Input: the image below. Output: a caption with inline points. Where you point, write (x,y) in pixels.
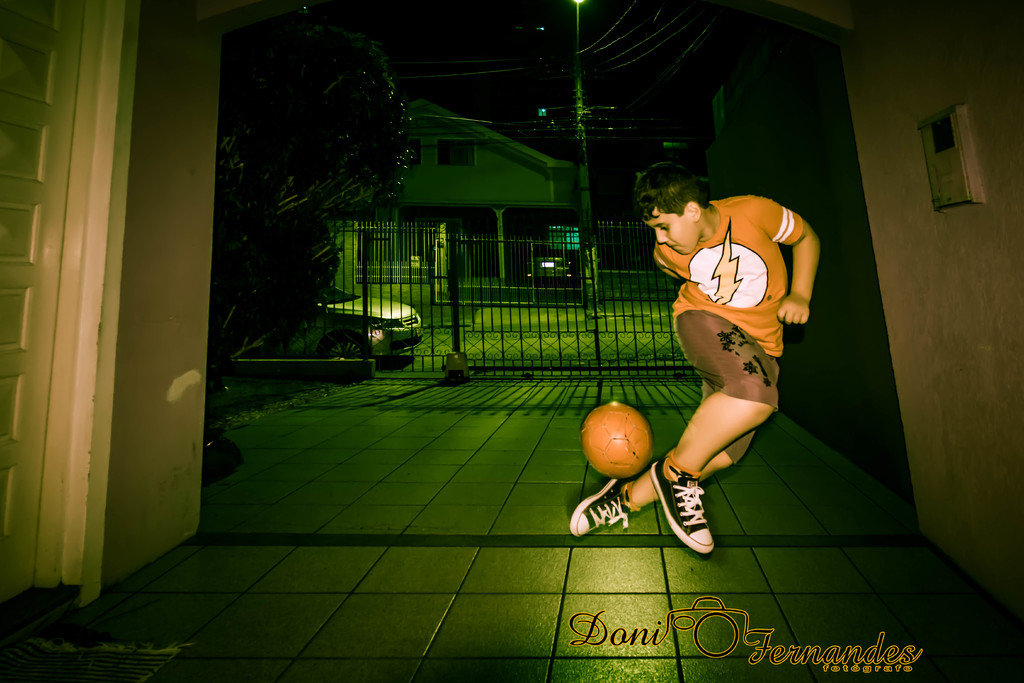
This picture shows a boy (681,457) playing with the football (604,445). In the background (465,335) there is Gate (638,335), car (347,314), trees (296,194) and a building (445,186) here. We can observe a current pole (578,131) also.
